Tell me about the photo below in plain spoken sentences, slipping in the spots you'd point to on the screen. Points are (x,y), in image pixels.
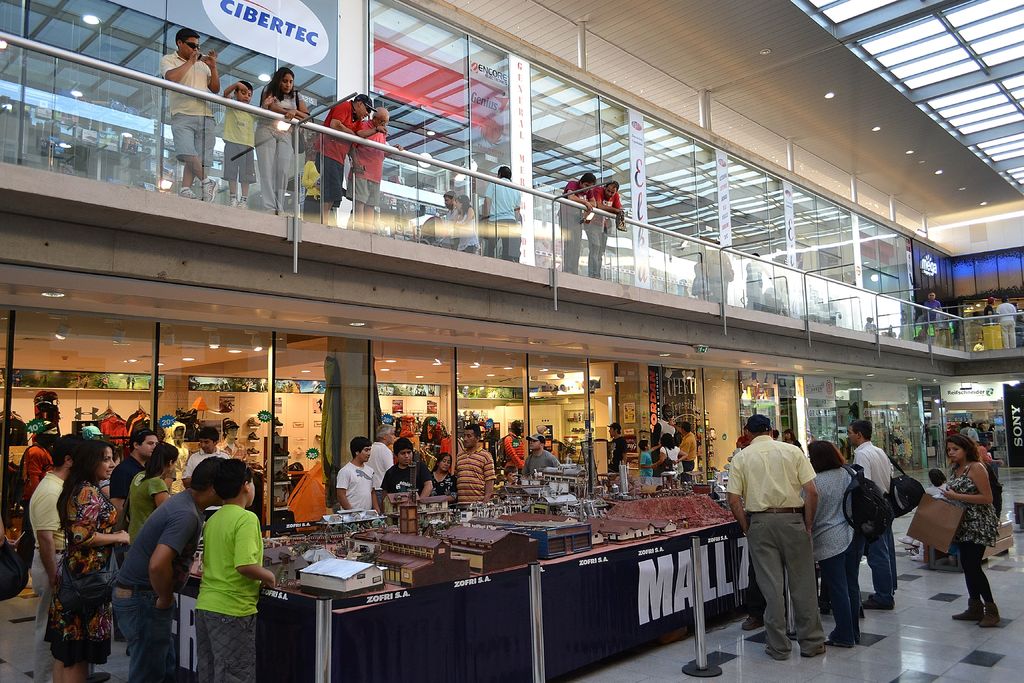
In this picture I can see inside of the shopping mall (716,409), in which we can see so many shops (728,404) and also we can see few people (640,461) around, on the upper floor (480,206) we can see few people (604,202) standing and watching.
